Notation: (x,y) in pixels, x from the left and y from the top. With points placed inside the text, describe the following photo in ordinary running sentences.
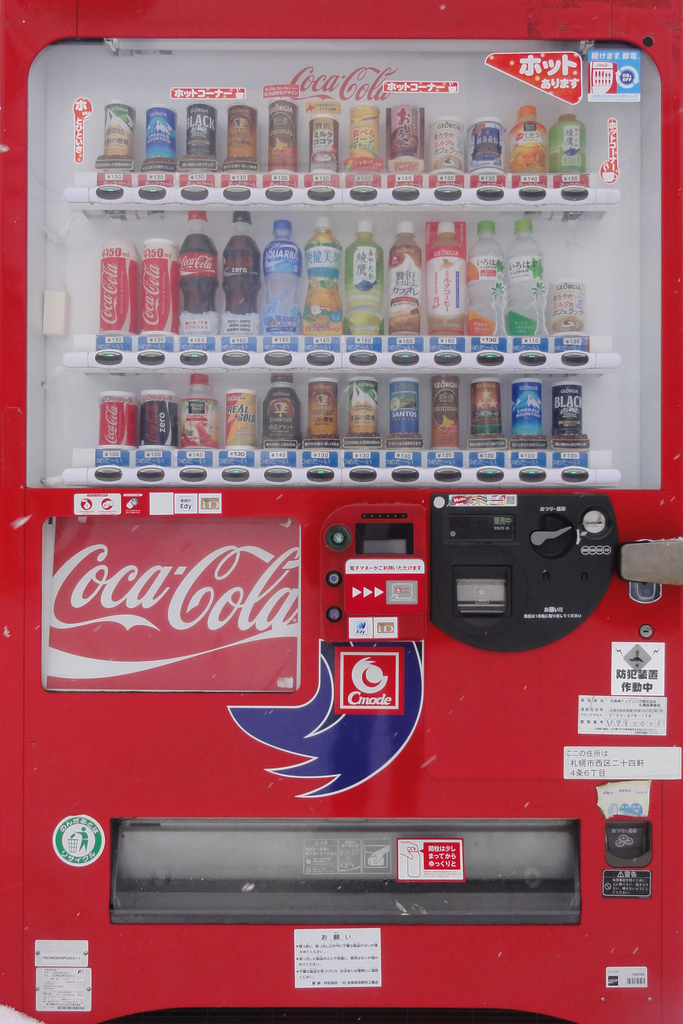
In the image there is a machine (627,460) which is in red color. Inside the machine (290,100) there are many bottles (528,303) and tins (230,121). On the machine (243,548) there are posters (600,724), images (356,692) and logos (355,679). And also there are buttons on the machine (123,927). At the bottom of the machine (123,927) there is a small opening (565,898) from there we can take the bottles (530,269) and tins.
